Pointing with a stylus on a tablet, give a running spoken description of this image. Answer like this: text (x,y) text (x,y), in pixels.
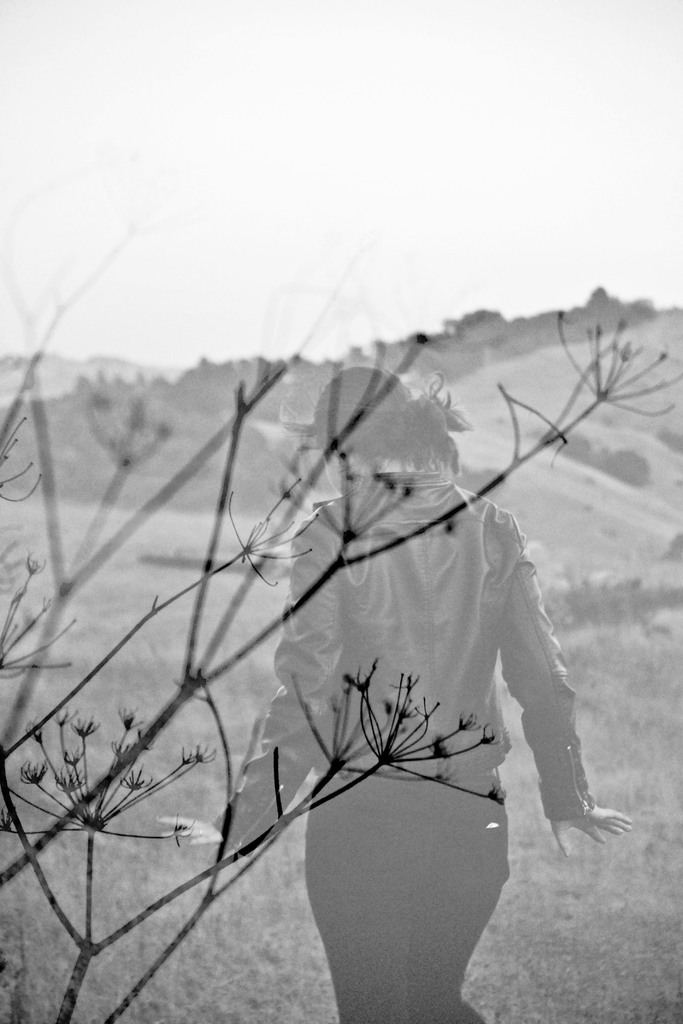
In the foreground of the image (94,728) there is a plant stem (66,1013). There is a lady (471,541). In the background of the image (114,376) there are mountains (299,421). At the bottom of the image (555,979) there is grass (207,986).
